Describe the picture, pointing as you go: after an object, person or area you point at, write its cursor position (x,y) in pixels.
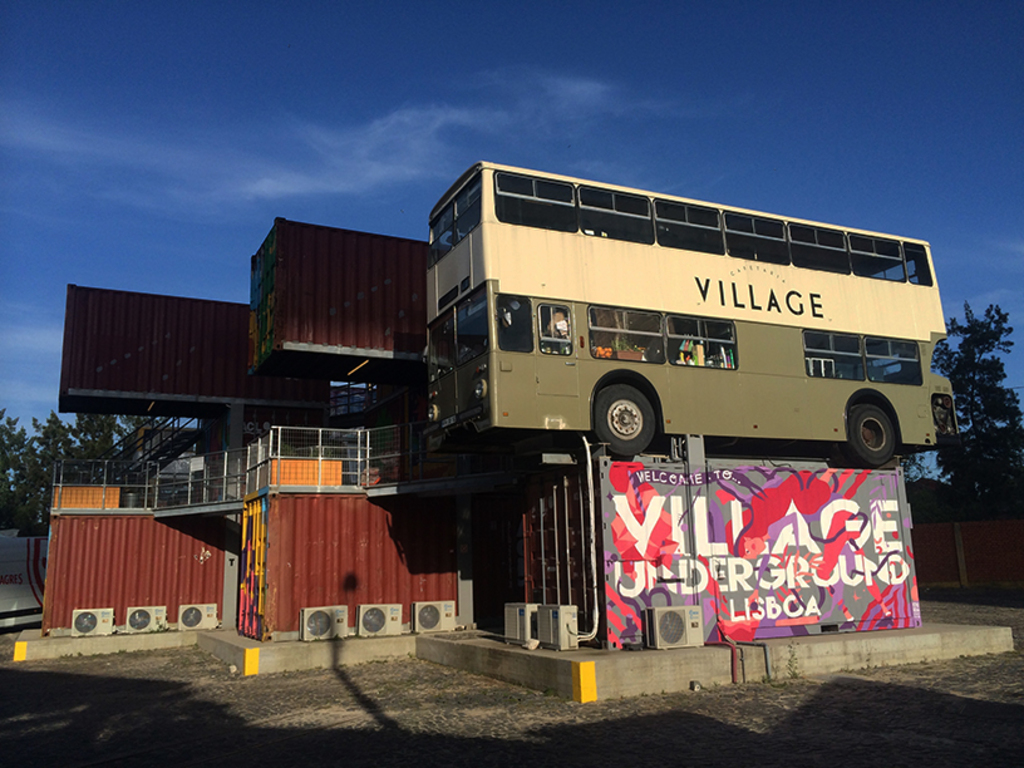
In this picture I can see a Double Decker bus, containers (823,560), air conditioners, fence (204,460), stairs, staircase holders (401,442) and some other objects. I can see trees (45,455), and in the background (15,225) there is the sky (427,210).
